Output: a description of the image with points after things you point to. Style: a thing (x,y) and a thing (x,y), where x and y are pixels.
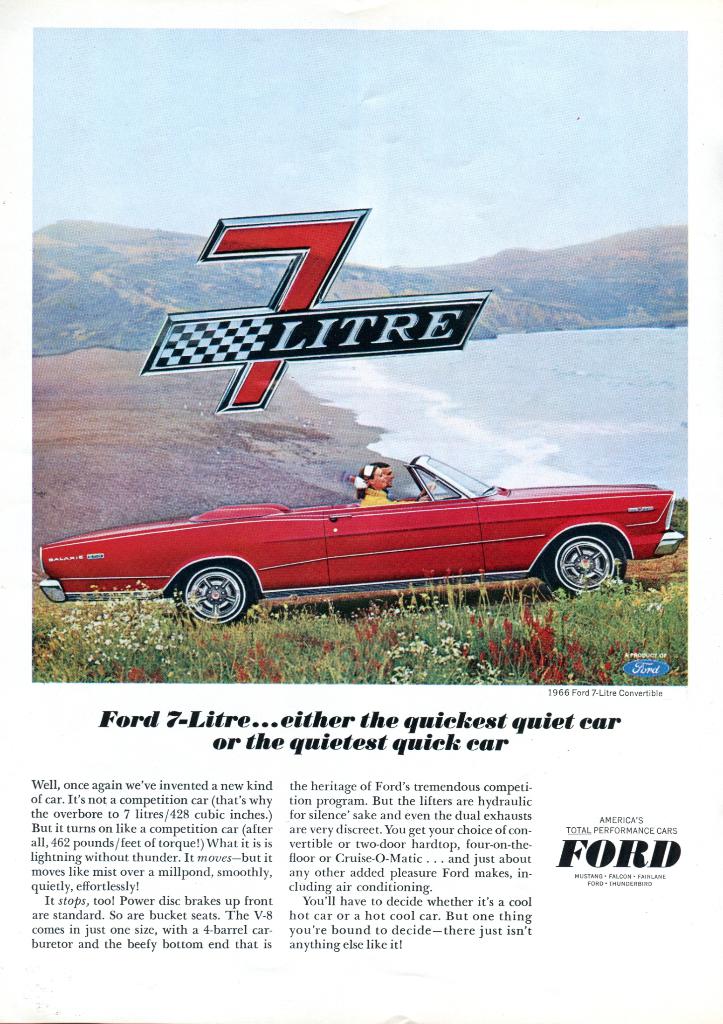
It is a poster. In this image there are depictions of people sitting in the car (400,585). There are plants (385,605) and flowers (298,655). In the background of the image (622,458) there is water (463,366). There are mountains (542,284) and sky (363,137). There is some text (385,325) on the image.
